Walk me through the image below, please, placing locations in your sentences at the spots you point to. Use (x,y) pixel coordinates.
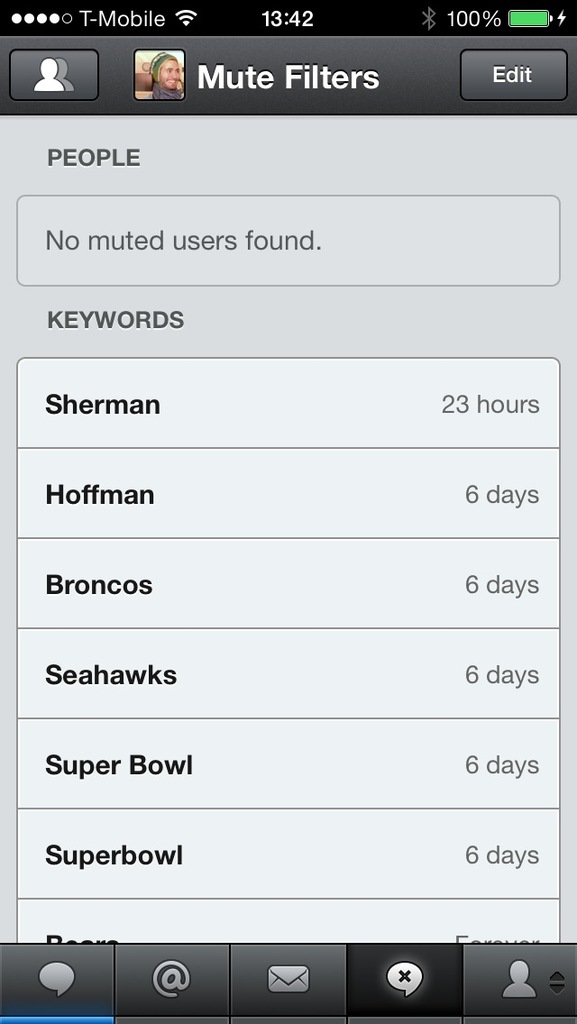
Here we can see a picture of a mobile screen (246,257). On top of the picture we can see WiFi symbol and battery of 100%. On the bottom (303,986) we can see logos (62,973).
